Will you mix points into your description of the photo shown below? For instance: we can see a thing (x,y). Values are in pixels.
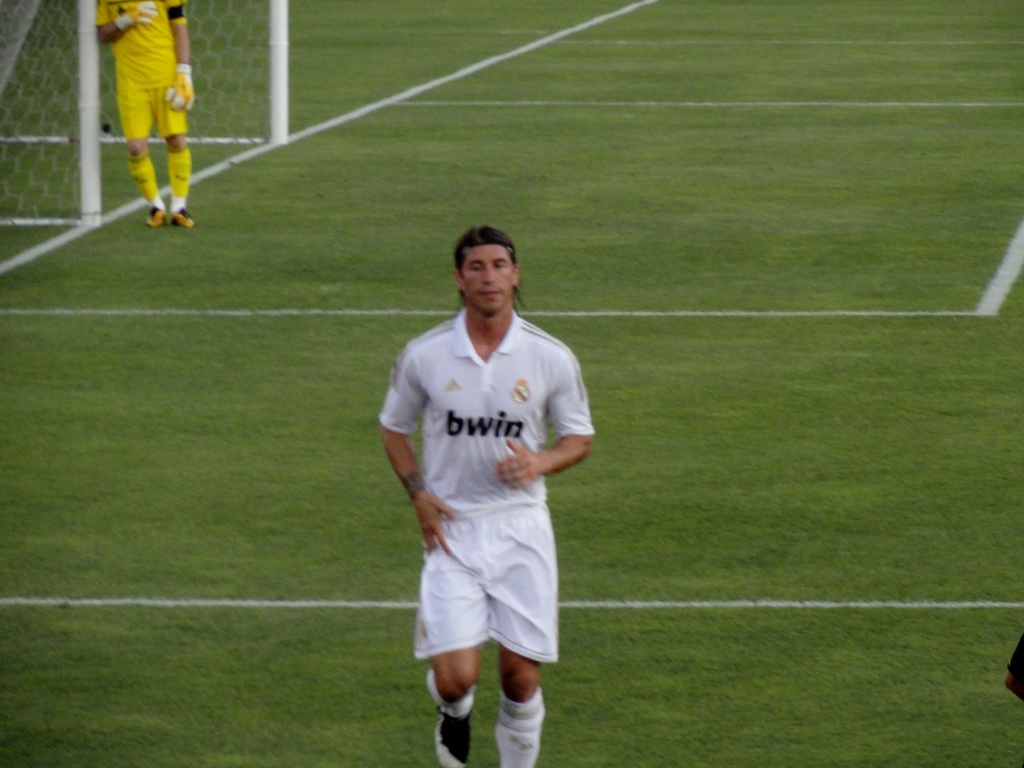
In this image there is a football player (434,426) running on the ground (580,465). In the background (281,33) there is a goal post (280,47) and there is a goalkeeper (178,126) beside it. On the ground (201,563) there is grass (189,592).
